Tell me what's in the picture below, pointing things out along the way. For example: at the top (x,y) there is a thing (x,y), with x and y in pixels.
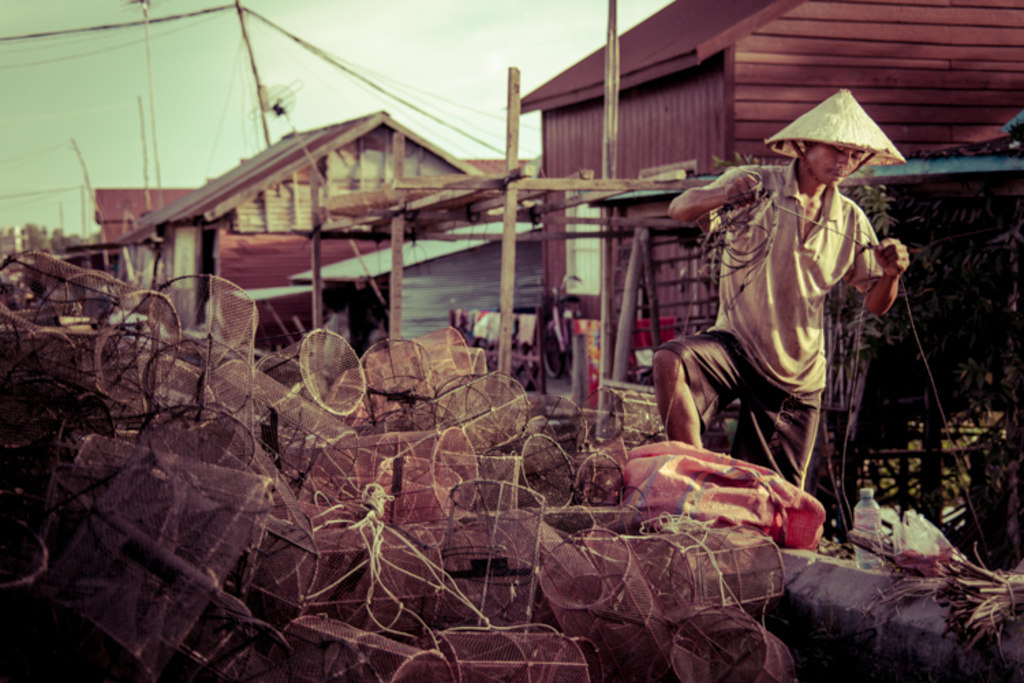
In this picture there is a man (797,204) who is standing on the right side of the image (802,236), by holding a rope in his hands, he is wearing a triangular hat (860,121), it seems to be there are cages (349,426) in the center of the image (477,441) and there are wooden houses (575,122), poles (604,137), and wires (150,21) in the background area of the image (187,16) and there are plants (987,364) and a boundary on the right side of the image (955,366), it seems to be there are clothes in the image and there is a water bottle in the image.
